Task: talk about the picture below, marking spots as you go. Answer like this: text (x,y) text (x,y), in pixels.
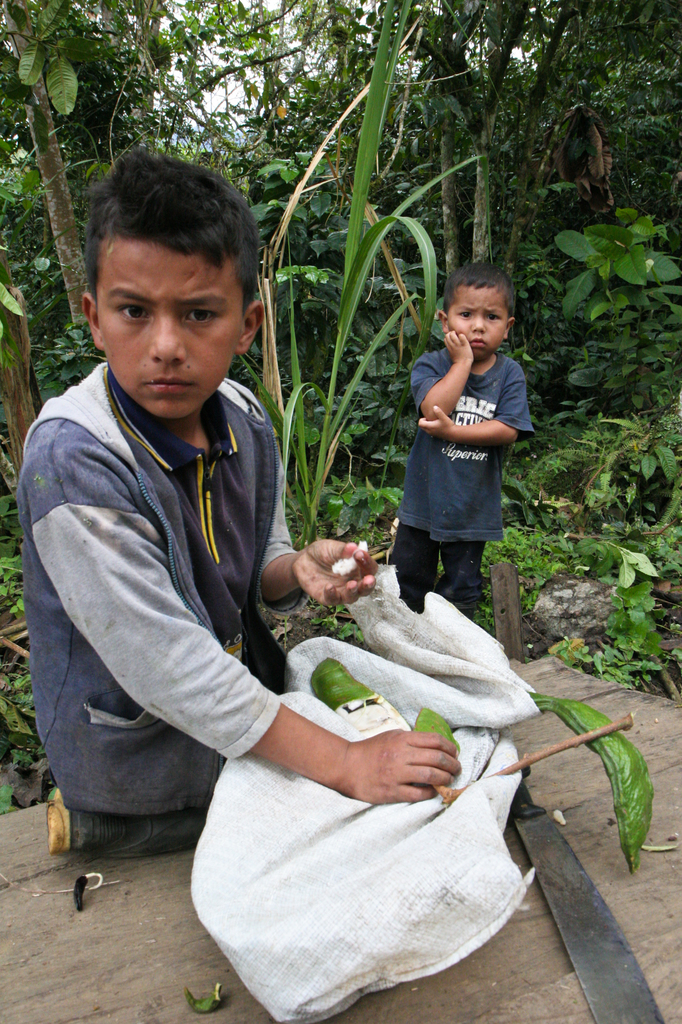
In the middle of the image (442,619) a boy (137,173) is sitting and holding a white color bag (431,607). Behind him a kid (481,361) is standing and watching. Behind them there are some trees (636,4) and plants (643,660). In the bottom right side of the image (519,795) there is a knife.
